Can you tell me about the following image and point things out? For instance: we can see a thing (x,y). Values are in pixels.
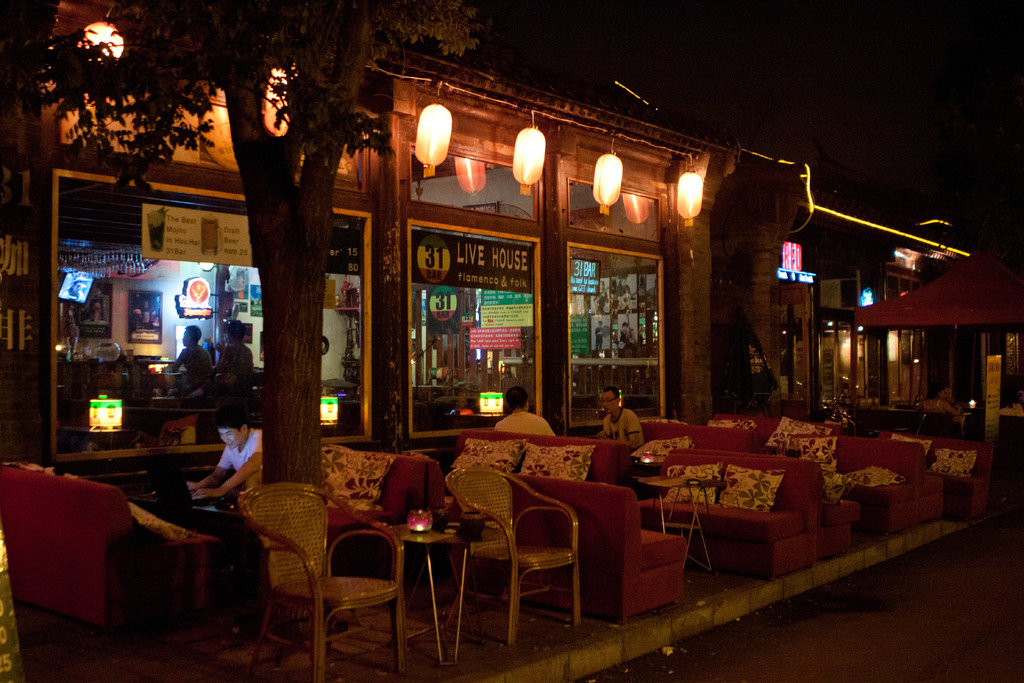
In the image on the footpath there are many sofas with pillows (366,494), chairs (483,516), tables (198,507) with some items (163,490). And there are few people (221,477) sitting. In the background (189,407) there are stores (635,227) with glass walls (347,228), pillars (667,173), roofs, posters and lamps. And also there is a tree (265,387).
